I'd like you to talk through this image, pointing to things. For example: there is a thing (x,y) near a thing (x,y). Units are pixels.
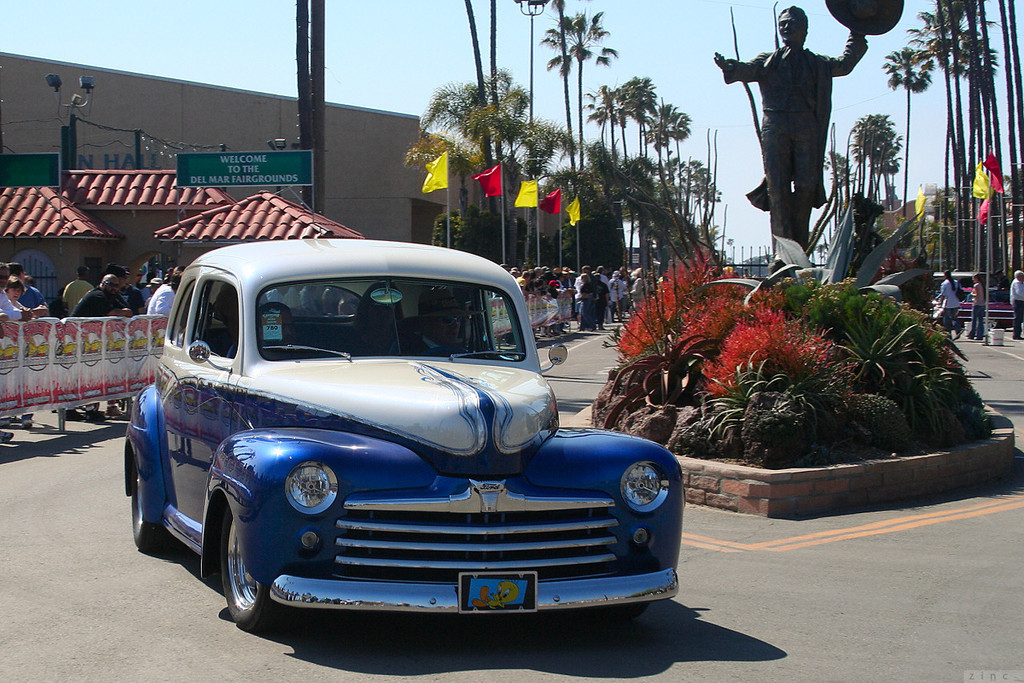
In this picture we can see the blue and white color classic car (416,542) moving on the road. In the center (676,315) there is a statue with red and green flowers (769,342). Behind there is a brown color wall (431,210) and small red sheds (103,200). In the background (644,176) we can see some flags (544,209) and coconut trees (875,190).
